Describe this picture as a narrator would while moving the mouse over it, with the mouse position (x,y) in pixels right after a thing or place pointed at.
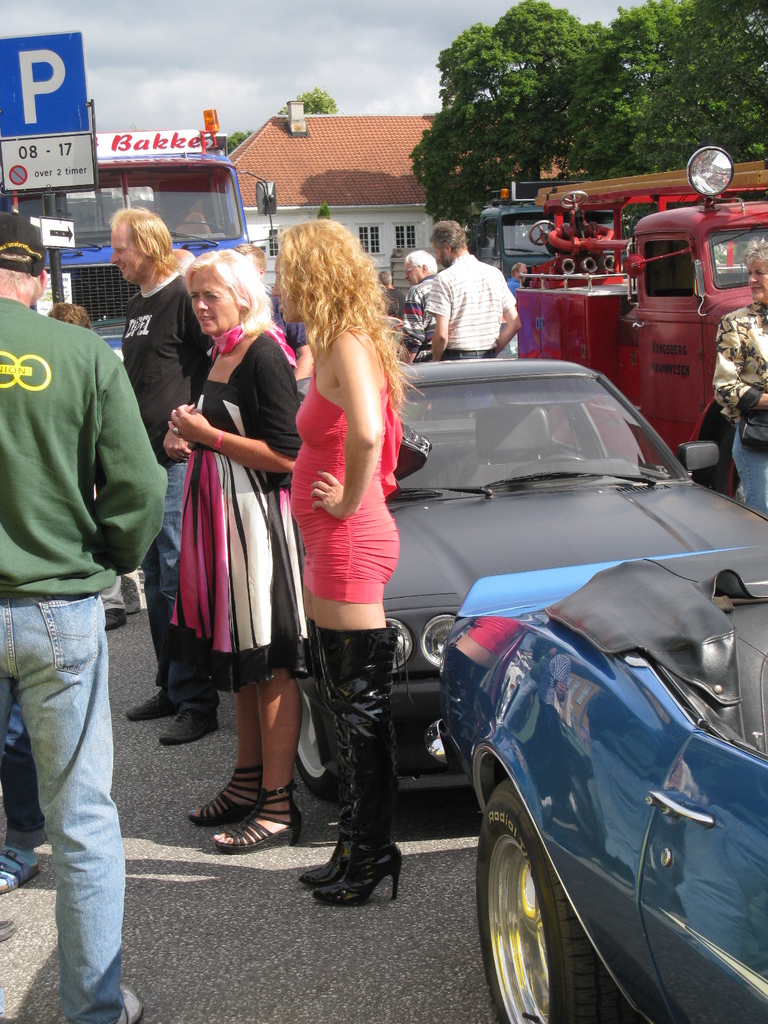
In this picture I can see couple of cars (619,477) and few vehicles (720,282) on the road (471,808) and few people (115,419) are standing and I can see a sign board (68,156) to the pole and I can see a house (363,231) and few trees (491,163) and a cloudy sky (371,99).
